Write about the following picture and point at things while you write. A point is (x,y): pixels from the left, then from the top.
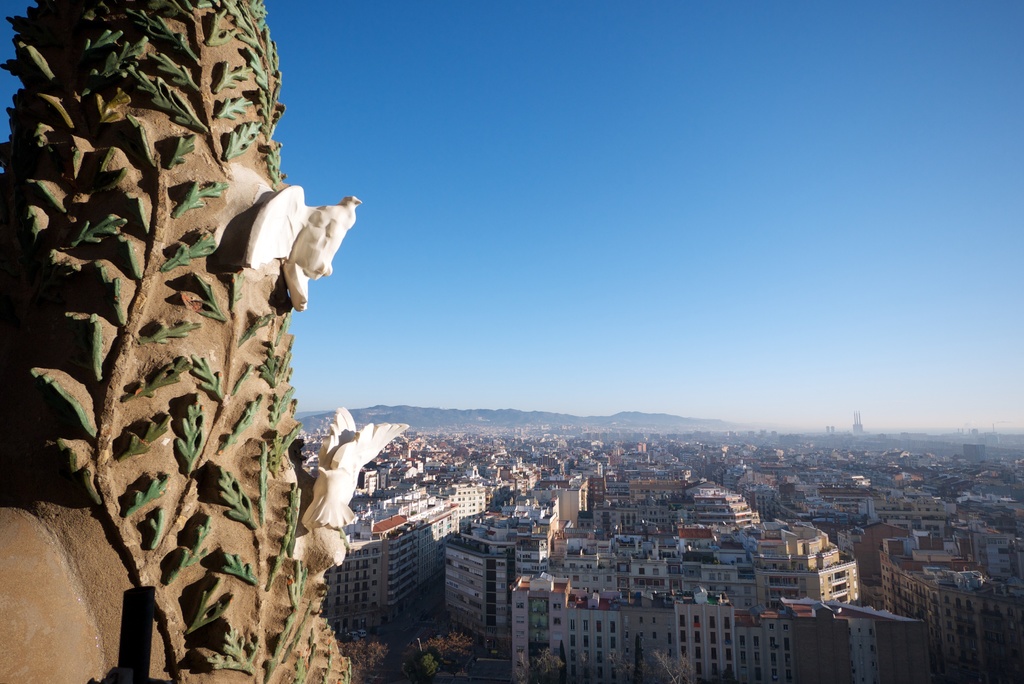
In this image on the left (163,331) there is a structure (138,494) on it there are birds (262,235). In the background (580,516) there are buildings (525,441), hills (506,413). The sky (520,350) is clear.
